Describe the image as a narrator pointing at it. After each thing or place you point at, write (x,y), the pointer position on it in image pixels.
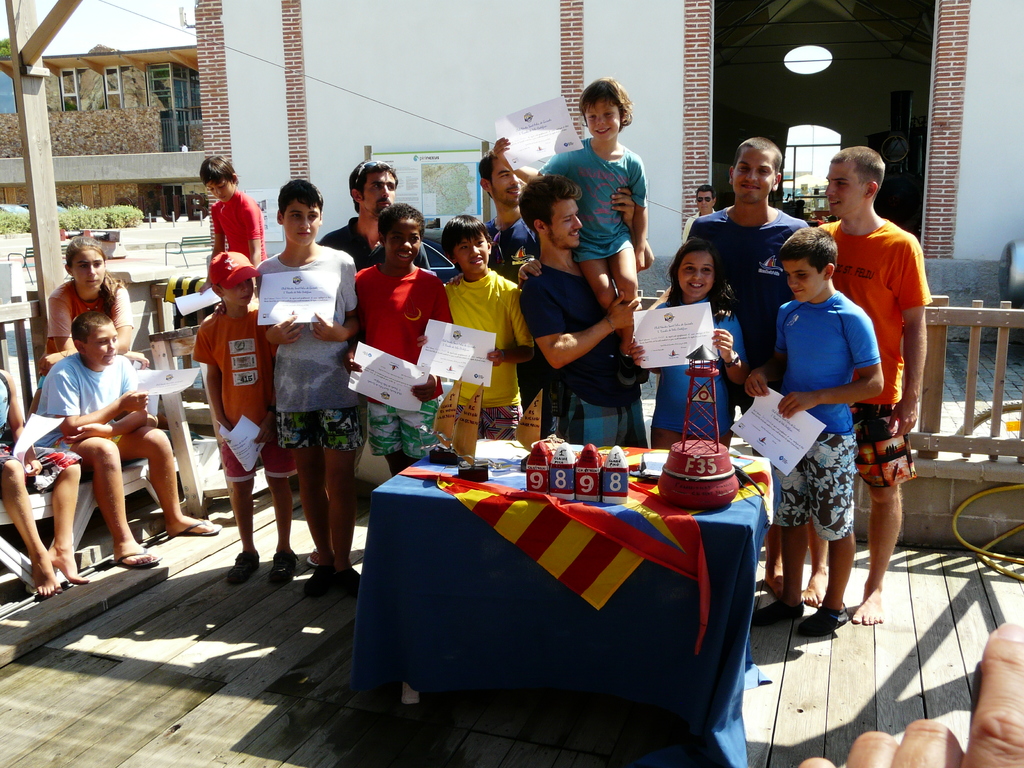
There is a group of people (401,340). They are showing papers (663,338). In front of them, there is a table (461,606). These persons (742,243) are standing on wooden floor (267,706). On the left hand side (36,472), there are people (123,321). They are sitting. In the background (266,236), there is a wall (654,44), building (732,48) and sky (96,38).
